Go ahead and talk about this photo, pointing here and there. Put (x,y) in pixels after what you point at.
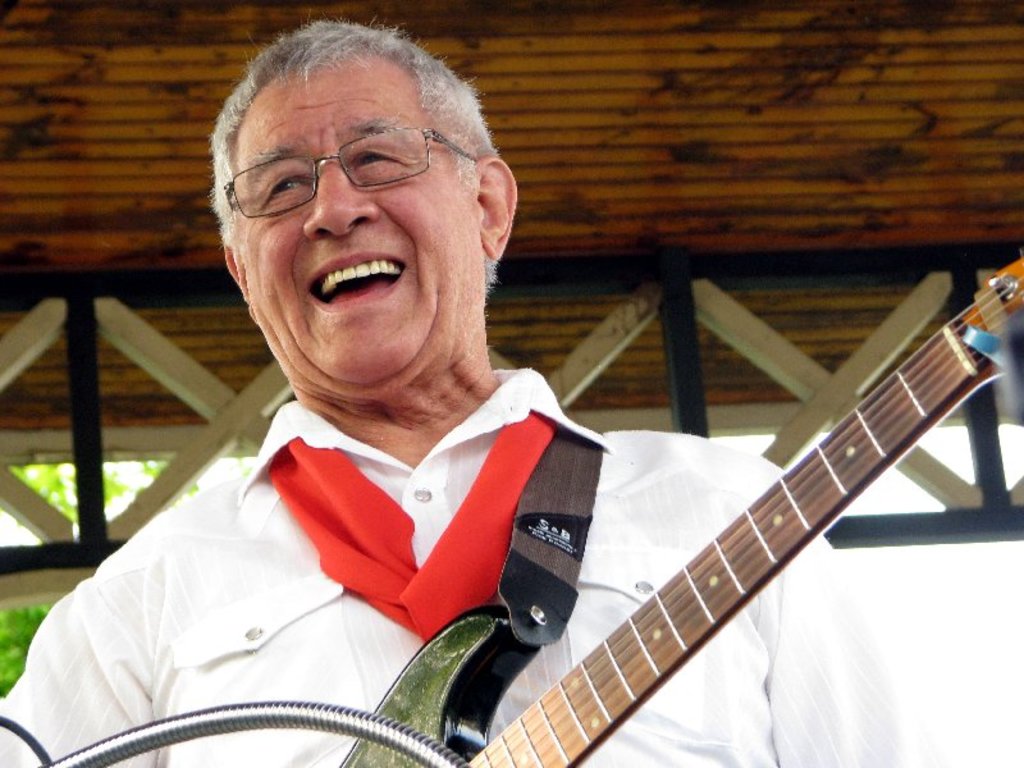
In this picture there is a man (400,541) wearing a white shirt (584,623) is playing a guitar (675,665). There is a tree (22,614) at the background (13,628).
